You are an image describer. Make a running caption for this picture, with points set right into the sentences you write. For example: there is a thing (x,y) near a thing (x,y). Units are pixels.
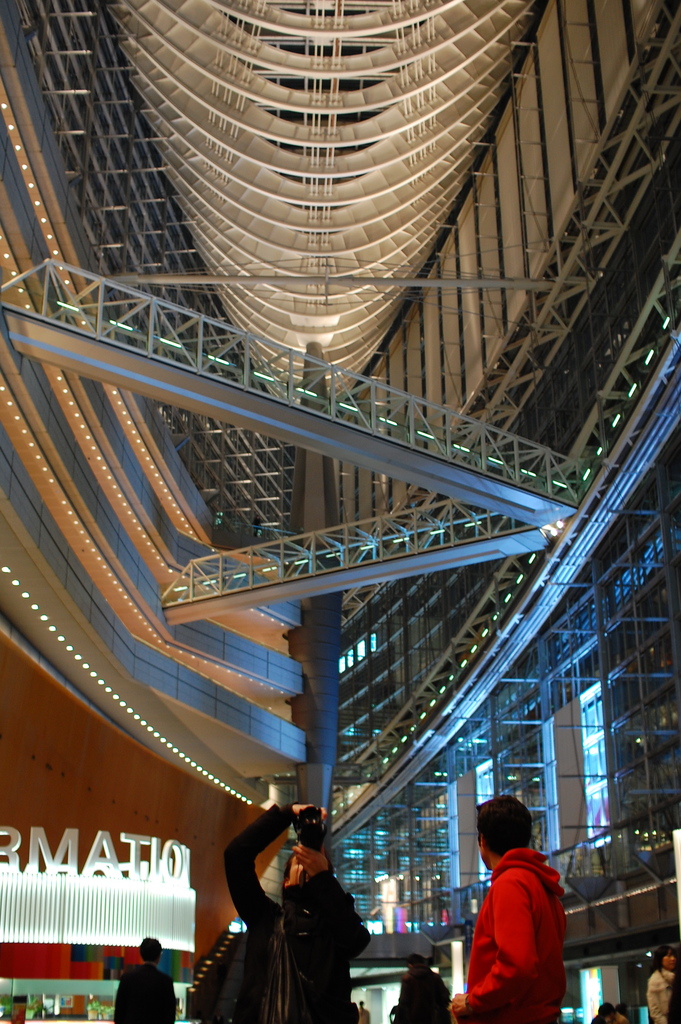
At the bottom of the image (509,983) there are few people (324,929). In front of the image there is a person (304,861) holding an object (311,828) in the hand (304,866). Behind them on the left side (69,847) there is a store (69,883) with a name (131,853). At the top of the image (342,209) there is a ceiling (400,256) with lights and also there are railings (434,452).
